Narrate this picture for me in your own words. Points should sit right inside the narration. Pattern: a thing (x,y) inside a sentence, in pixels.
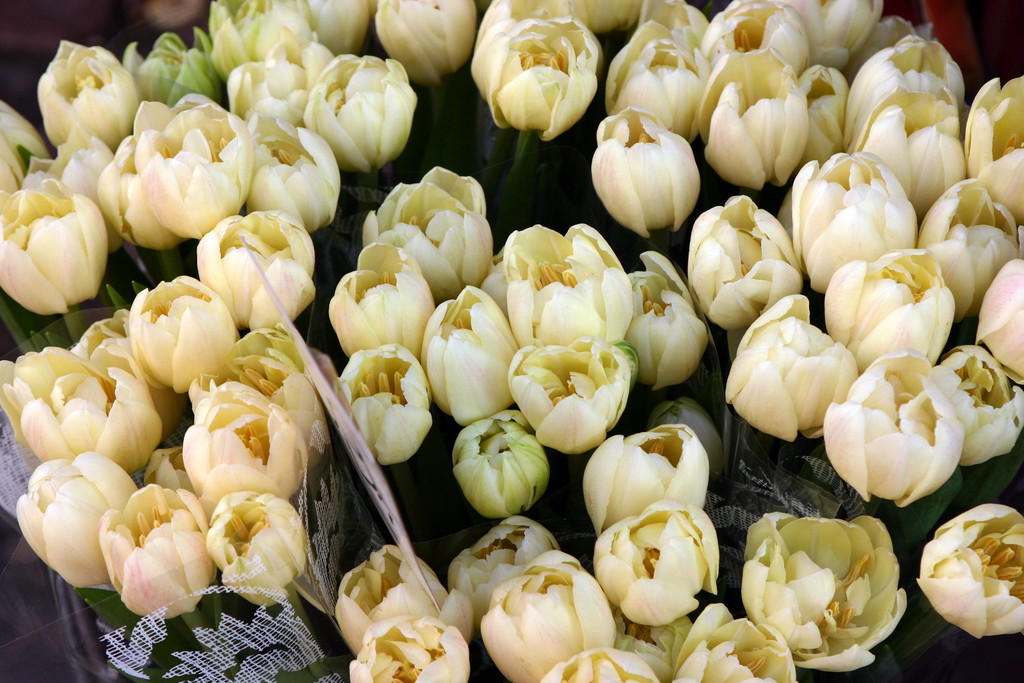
In the foreground of this image (358,370), there are tulip flowers bouquets (459,403) and a name board (361,443).
